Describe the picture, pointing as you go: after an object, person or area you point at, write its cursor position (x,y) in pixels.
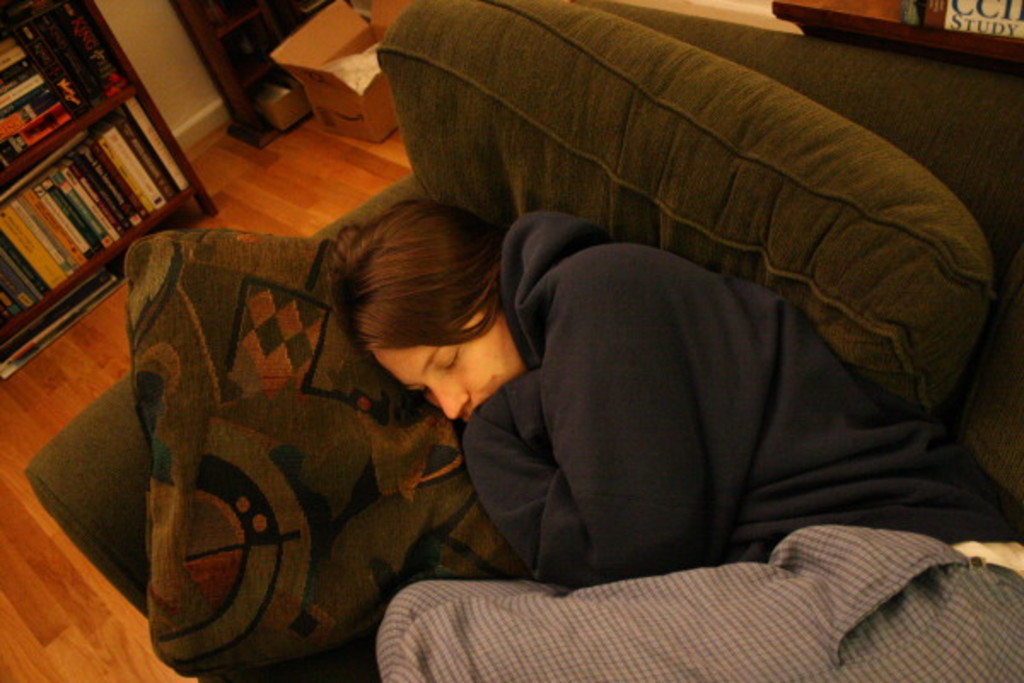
In this image we can see a girl (471,343) sleeping on a couch (542,201) wearing a jacket (510,391). In the background of the image (159,148) there is a bookshelf (99,31). At the bottom of the image (61,618) there is a wooden floor (103,334). There is a box (297,77).
